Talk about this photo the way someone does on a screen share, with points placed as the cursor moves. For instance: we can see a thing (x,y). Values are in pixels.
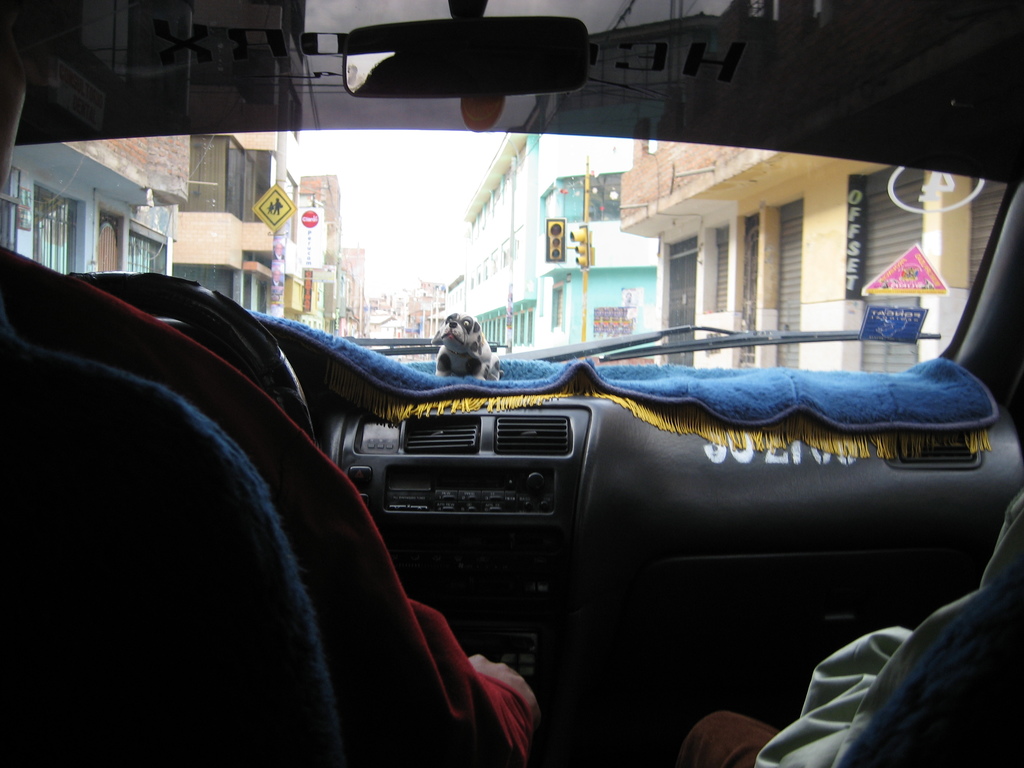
This picture is taken inside the car (414,581), we can see a person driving the car (770,531), at the right side (1003,556) there is a person (866,686) sitting, in the background (726,257) we can see some buildings (195,209).
